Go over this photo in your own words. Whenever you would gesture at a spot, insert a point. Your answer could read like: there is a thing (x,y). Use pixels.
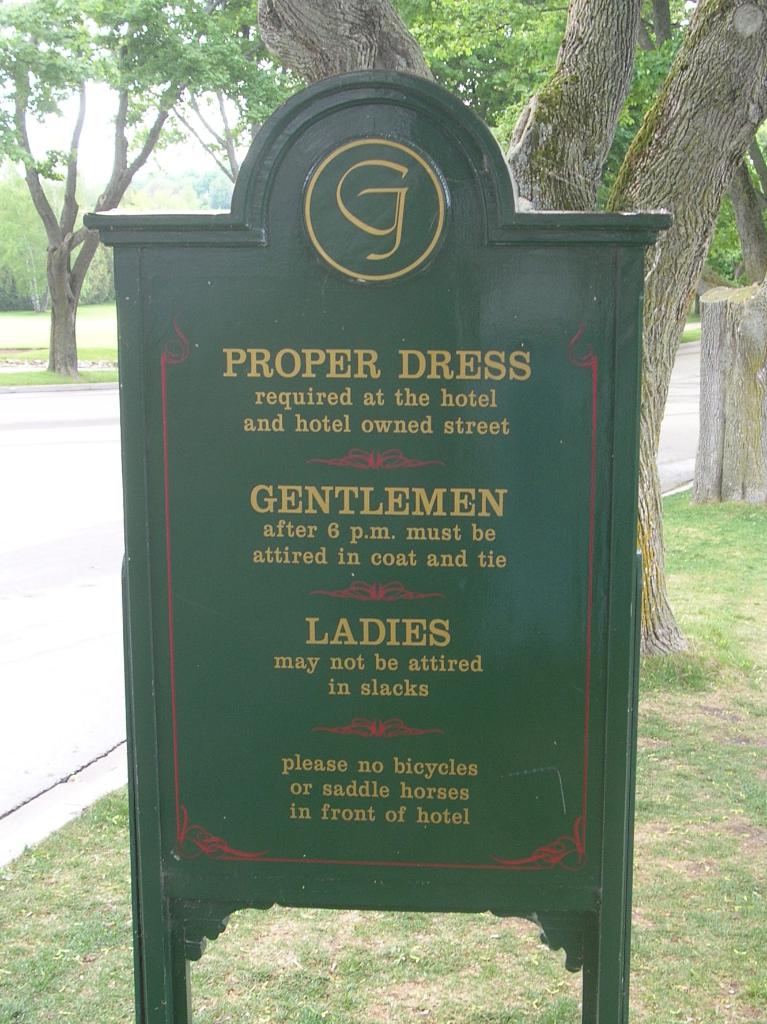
In this image there is a name board (508,614), on which there is a text (361,491), behind it there are some trees (187,88), a road (67,639) visible on the left side (63,502).
